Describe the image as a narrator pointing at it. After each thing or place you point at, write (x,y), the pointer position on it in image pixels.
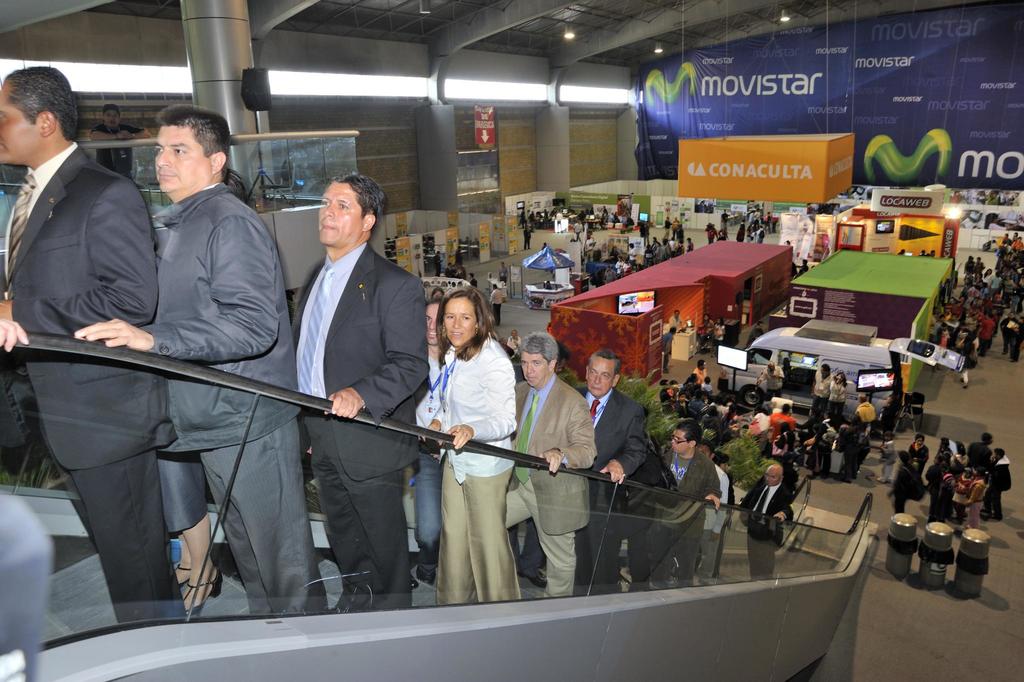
In this picture we can see group of people (773,421) in the store (510,295) and we can find few people (362,486) on the escalator (612,510), in the background (221,68) we can find few screens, lights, hoardings (814,178), metal rods (323,6) and a speaker (263,79).
